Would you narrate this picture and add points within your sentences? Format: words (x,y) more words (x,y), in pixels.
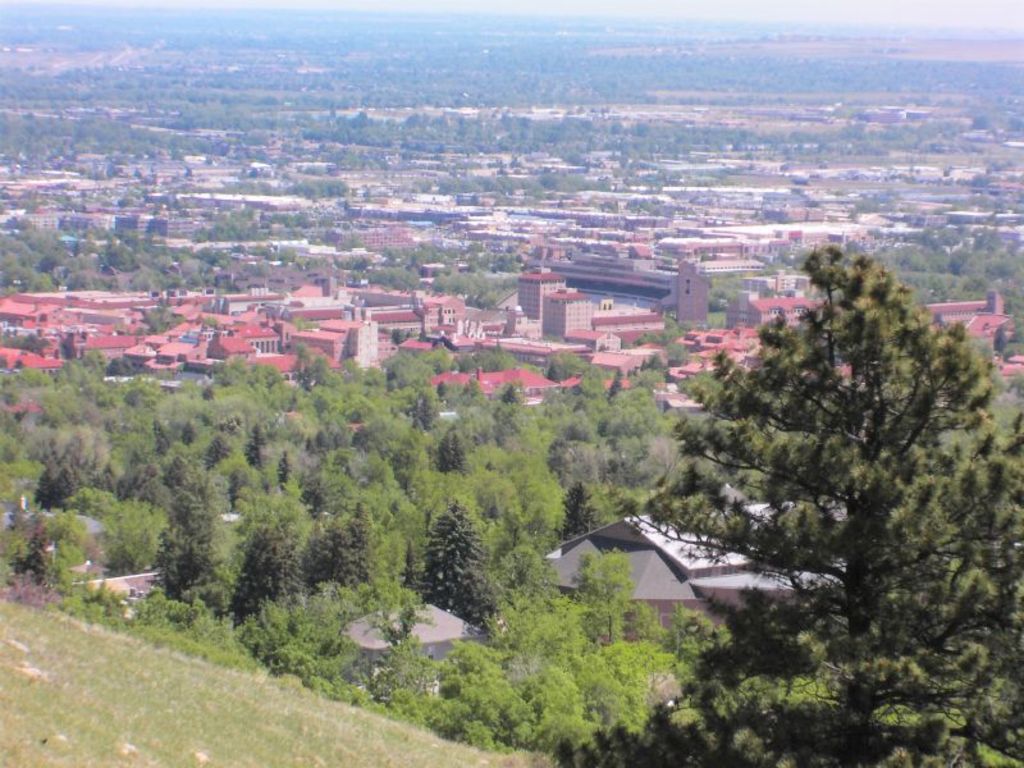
In this image there are buildings (521,344), trees (66,419) and grass (155,693).
